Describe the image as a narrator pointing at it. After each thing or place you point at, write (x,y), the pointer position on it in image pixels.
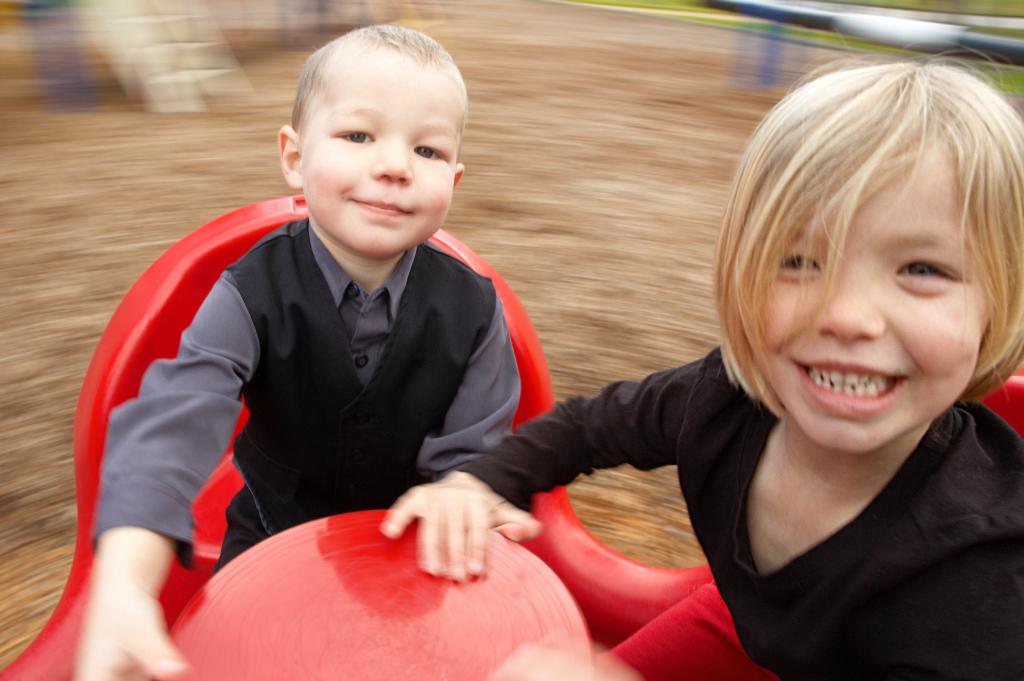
In this picture we can see two people (238,384) smiling, sitting on an object (638,591) and in the background (13,498) we can see some objects (212,61) on the ground (566,81) and it is blurry.
